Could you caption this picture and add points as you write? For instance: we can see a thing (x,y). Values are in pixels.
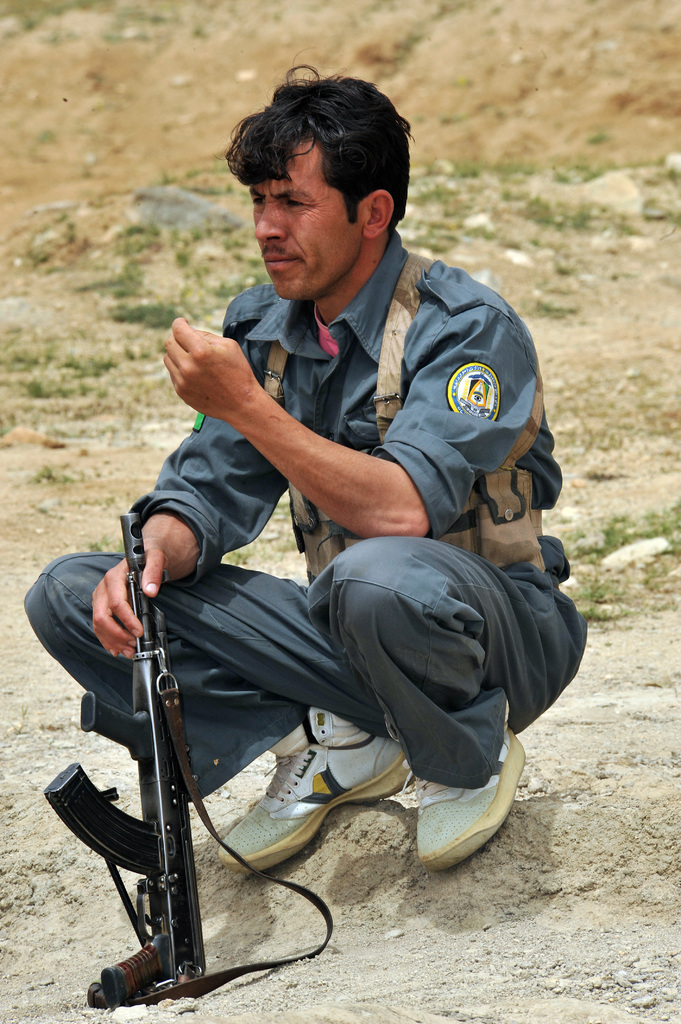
In the center of the image (399,472) a man (484,455) is sitting on his knees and holding gun (60,795). In the background of the image (173,429) there is a ground (537,846).
